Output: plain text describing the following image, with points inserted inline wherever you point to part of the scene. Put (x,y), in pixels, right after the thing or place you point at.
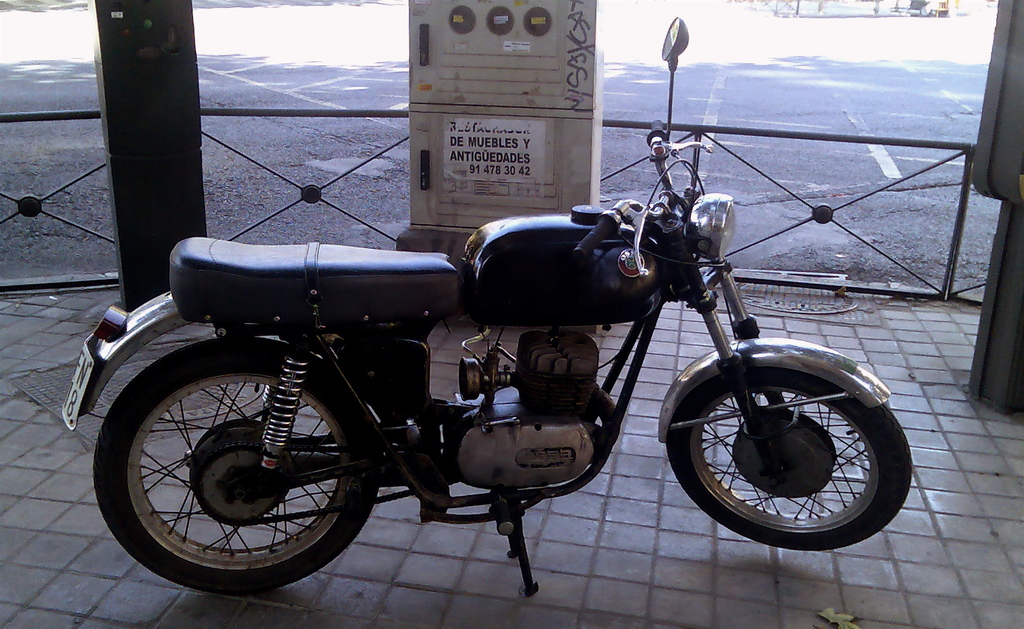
In this image I can see a bullet bike (567,465), it is in black color. At the top (385,153) it is the road (385,159).
